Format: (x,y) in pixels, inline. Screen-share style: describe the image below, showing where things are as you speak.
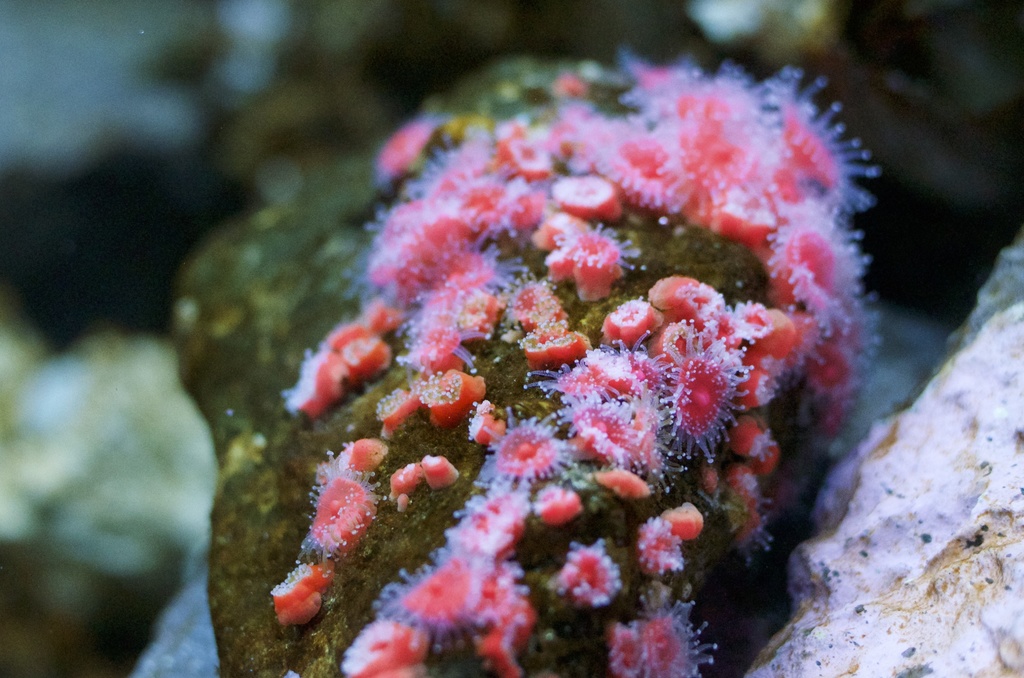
This image consists of a rock (509,354). On that there is some small sea animals (636,419). It is in red color.
